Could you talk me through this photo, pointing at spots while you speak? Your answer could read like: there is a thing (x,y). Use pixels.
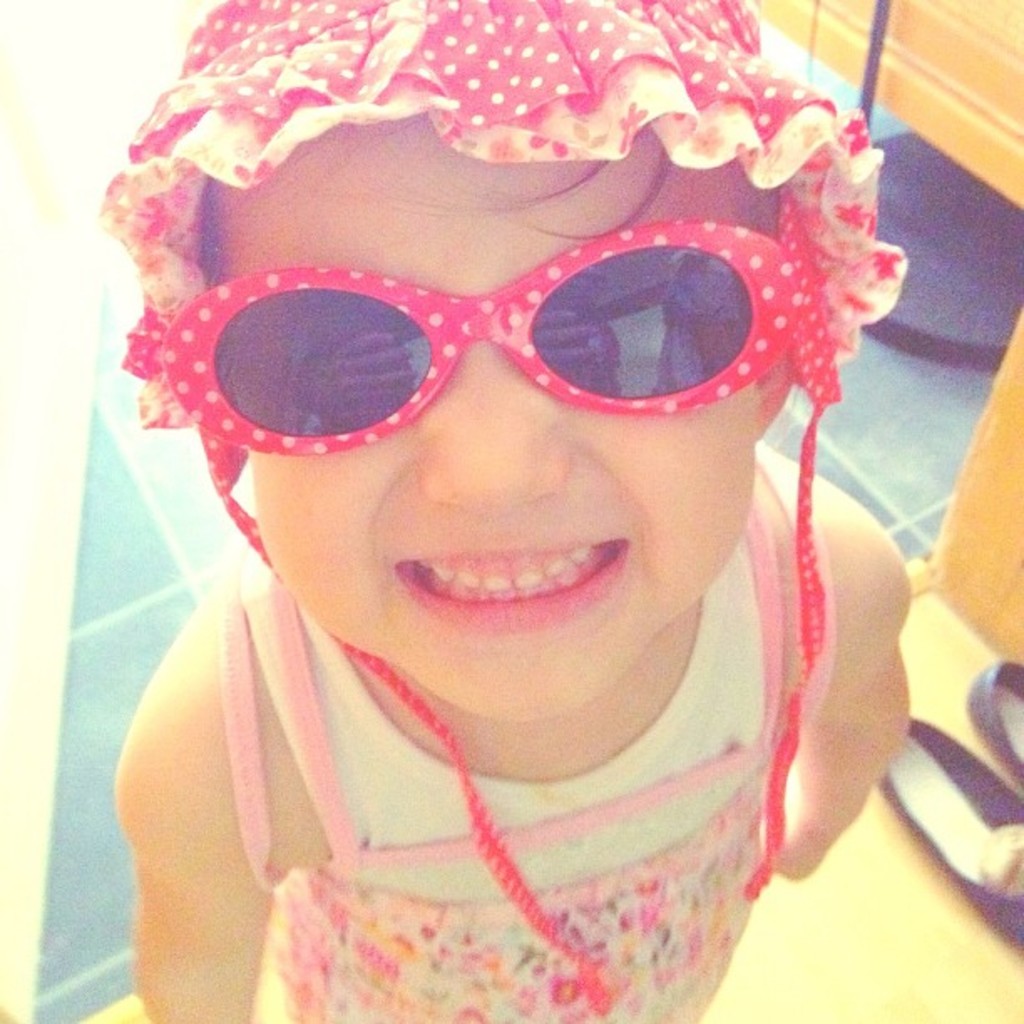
In this picture we can see a child (301,767), this child (416,726) is wearing a cap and goggles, beside this child (617,818) we can see sandals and in the background (813,928) we can see a floor (817,940) and some objects (1014,240).
